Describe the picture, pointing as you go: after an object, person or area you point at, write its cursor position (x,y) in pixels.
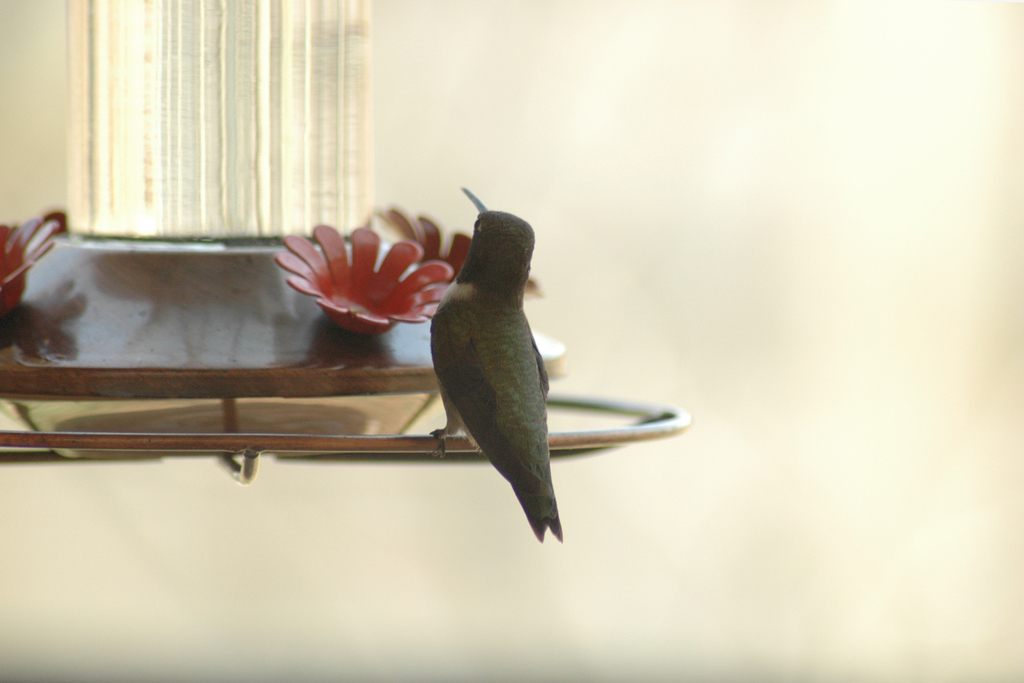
This image consists of a bird (509,473). It is in black color.
